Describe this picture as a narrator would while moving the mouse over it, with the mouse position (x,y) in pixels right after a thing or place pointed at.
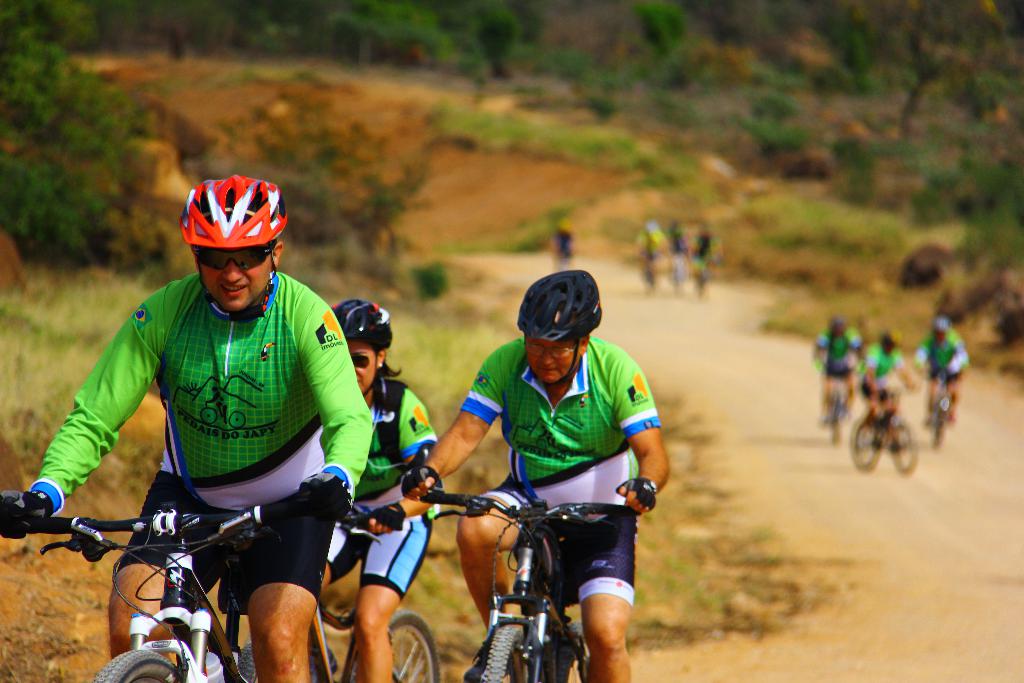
In this image can see there are group of people (507,518) are riding bicycle (513,516) on the road (839,560) behind this people (137,400) I can see there are couple of trees (70,113).
